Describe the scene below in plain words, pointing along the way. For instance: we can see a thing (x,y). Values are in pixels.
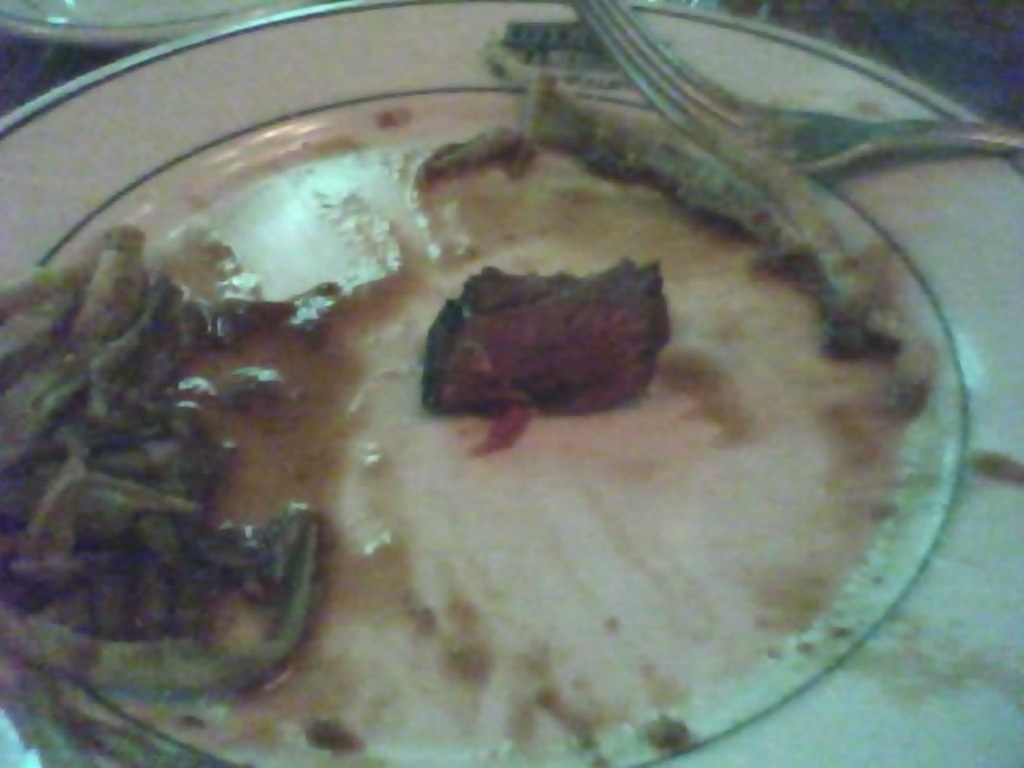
In this image I can see food item (207,426) on the white color plate (857,376). Food (697,194) is in red and brown color. I can see a fork (813,161).
